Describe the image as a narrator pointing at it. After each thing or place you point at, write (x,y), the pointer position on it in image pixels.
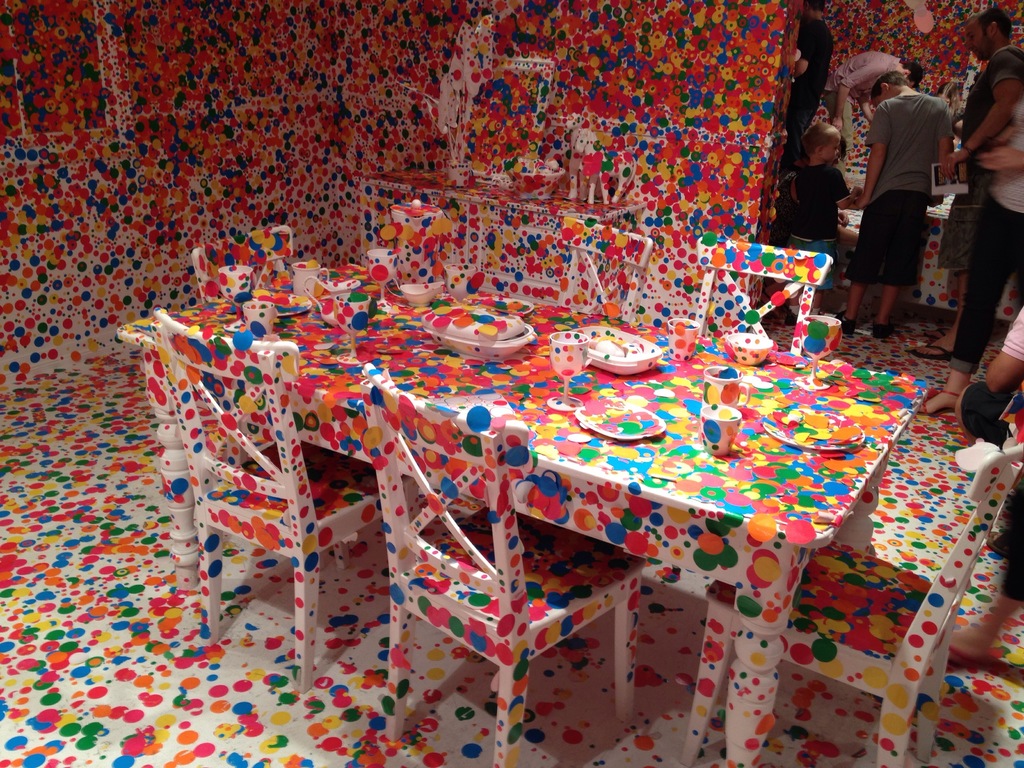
This picture is taken inside the room (636,506). In this image, on the right side (858,277), we can see a group of people (997,115) are standing. In the middle of the image (443,463), we can see some tables (748,468) and chairs (399,493). On the table (675,437), we can see some cups (723,435), plates (809,434), bowl (598,369). On the left side (28,96), we can see a wall (142,102) with some colors.
